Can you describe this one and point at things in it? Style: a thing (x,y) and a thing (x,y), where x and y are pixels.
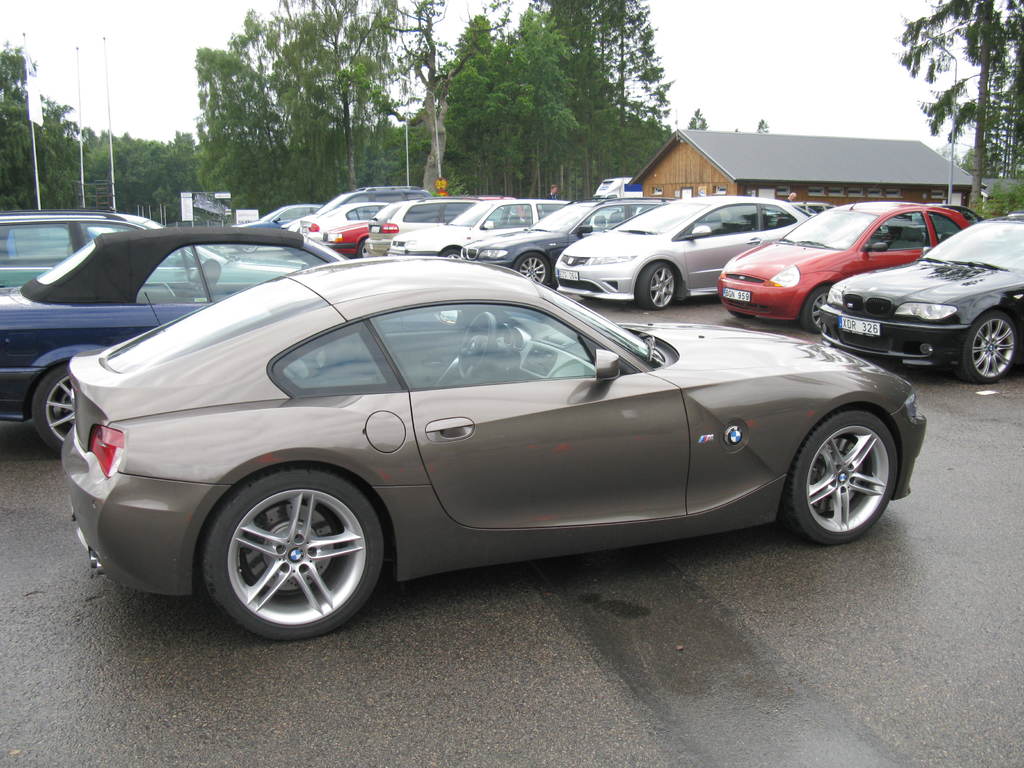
In this image we can see the vehicles (587,464) parked on the road (721,637). We can also see a house (765,159), flag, poles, boards (251,216), trees (344,44) and also the sky (679,80).
